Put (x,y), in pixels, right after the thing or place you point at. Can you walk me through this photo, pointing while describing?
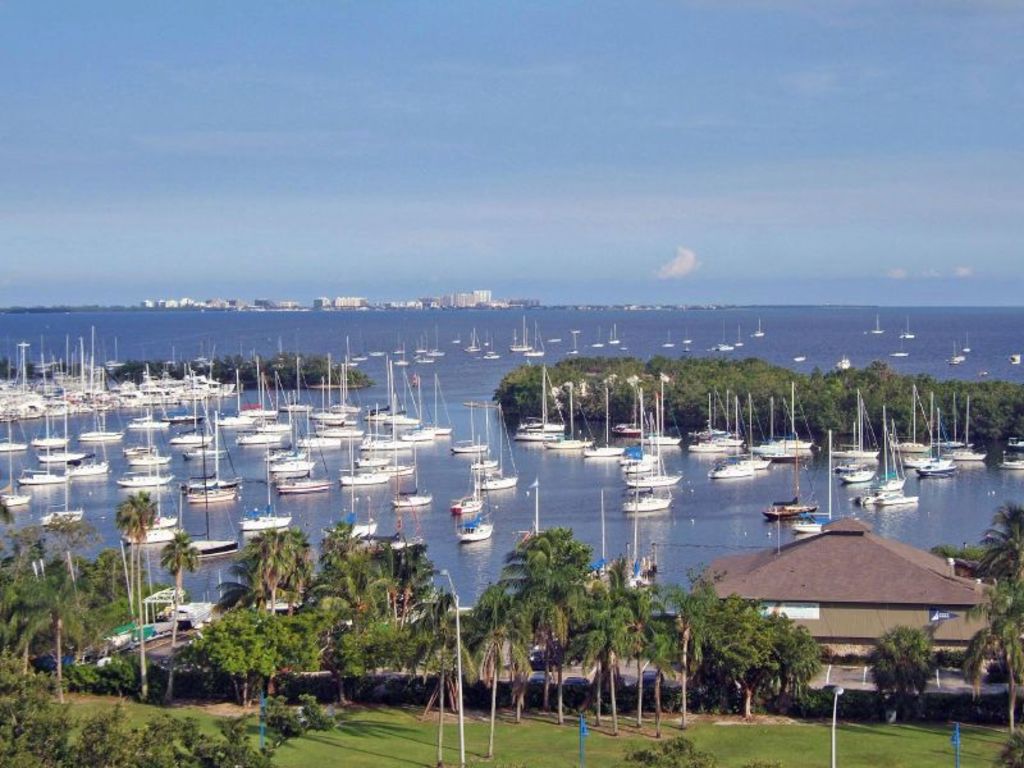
In this image there is water (425,411) in the middle (487,408). In the water (493,431) there are so many boats (415,419). At the bottom (492,733) there is land (540,740) on which there are trees (490,666). At the bottom right (814,582) there is a house (830,617). At the top (574,96) there is the sky (552,93).
